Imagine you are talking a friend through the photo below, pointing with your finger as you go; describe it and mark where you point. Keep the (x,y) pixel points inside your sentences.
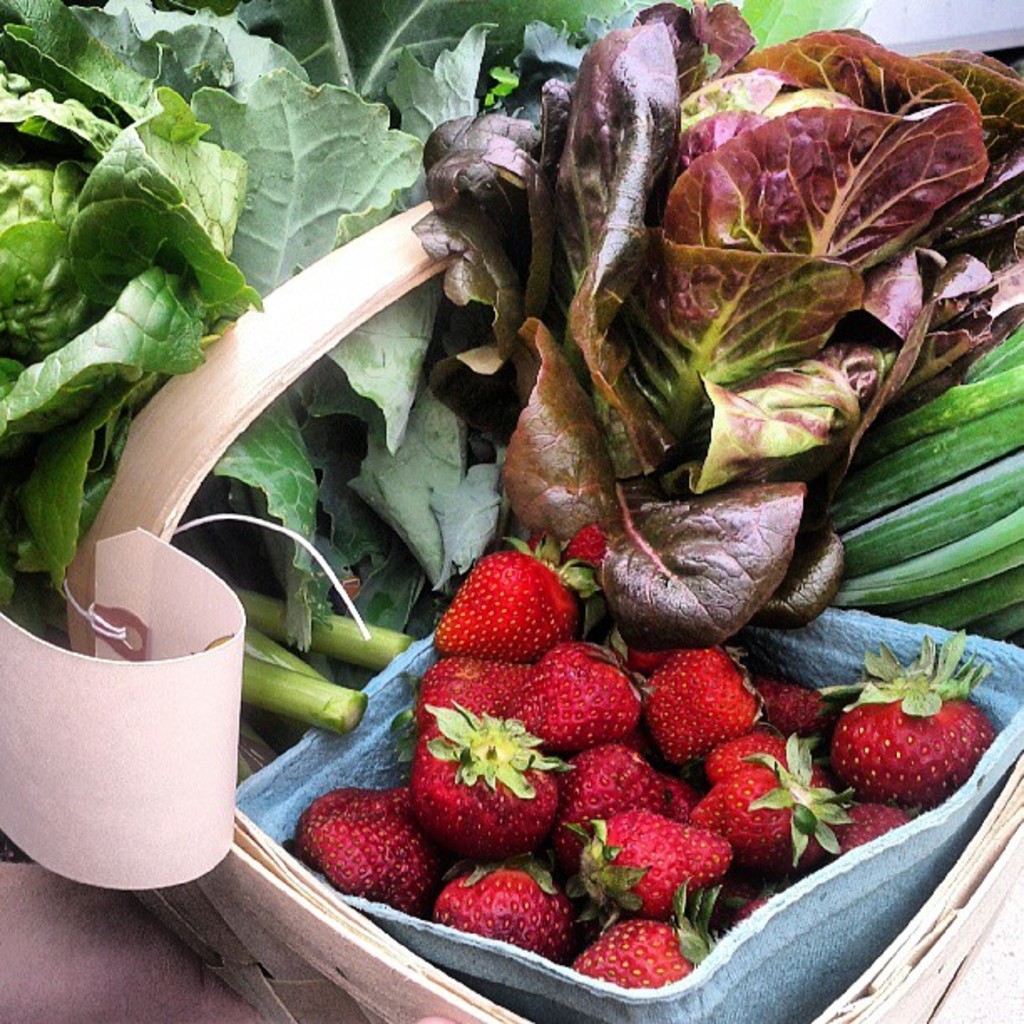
In this image we can see some strawberries (606,722) in a bowl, there are some leaves (307,466), and cards (210,608).
